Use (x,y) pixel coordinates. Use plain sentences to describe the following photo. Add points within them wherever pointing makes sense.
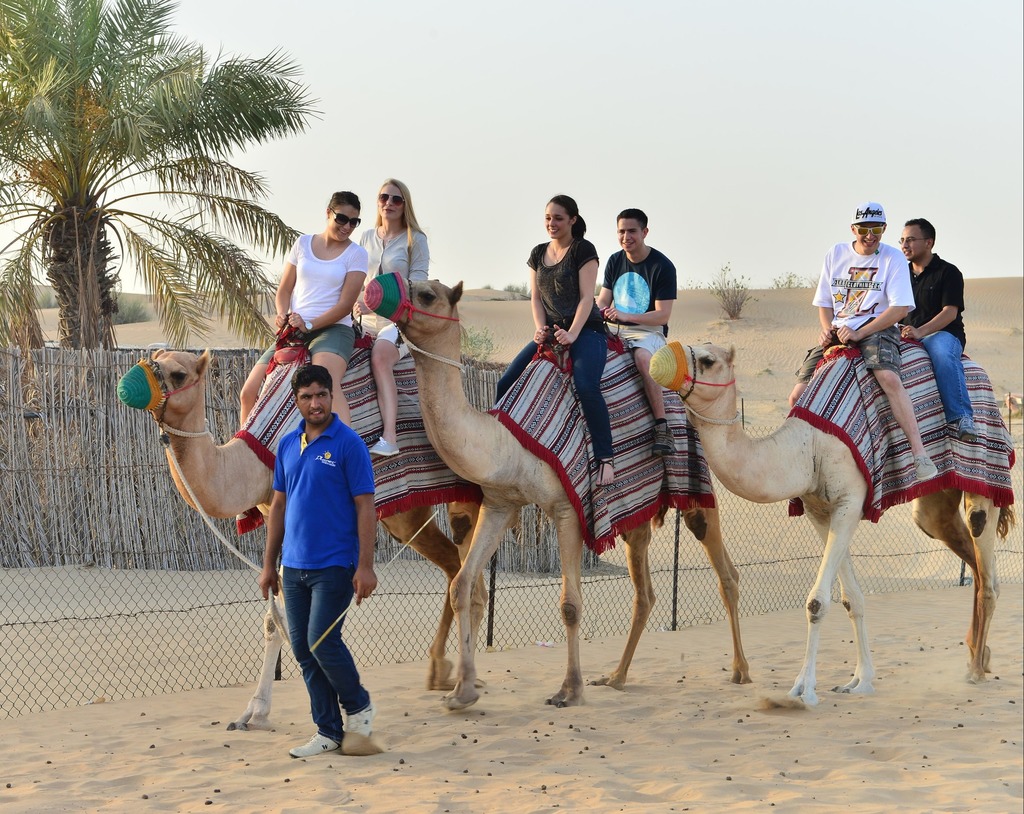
There are three camels (466,445). On the camel's (504,486) there are clothes (509,425). People (603,450) are sitting on the camels (937,495). Some are wearing goggles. In the front (340,497) a person (311,534) is holding a rope (244,561) attached to the camel (197,417). Also holding a stick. On the ground (605,722) there is sand (721,782). In the back (118,515) there is a railing (87,440), tree (71,261) and sky (490,152).
